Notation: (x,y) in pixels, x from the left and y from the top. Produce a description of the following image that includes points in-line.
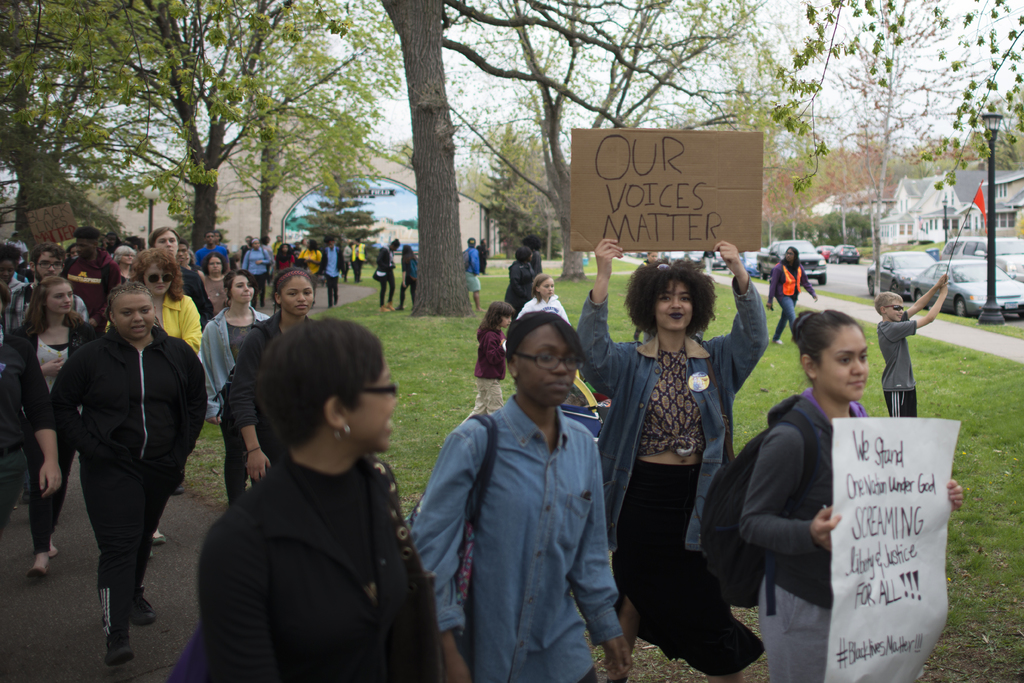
In this image, in the middle (534,362) there are people (584,330), some are holding boards (647,173), some are walking. In the background (551,133) there are trees (501,156), grass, buildings (924,195), vehicles (946,251), road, street lights (996,116), sky (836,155).
